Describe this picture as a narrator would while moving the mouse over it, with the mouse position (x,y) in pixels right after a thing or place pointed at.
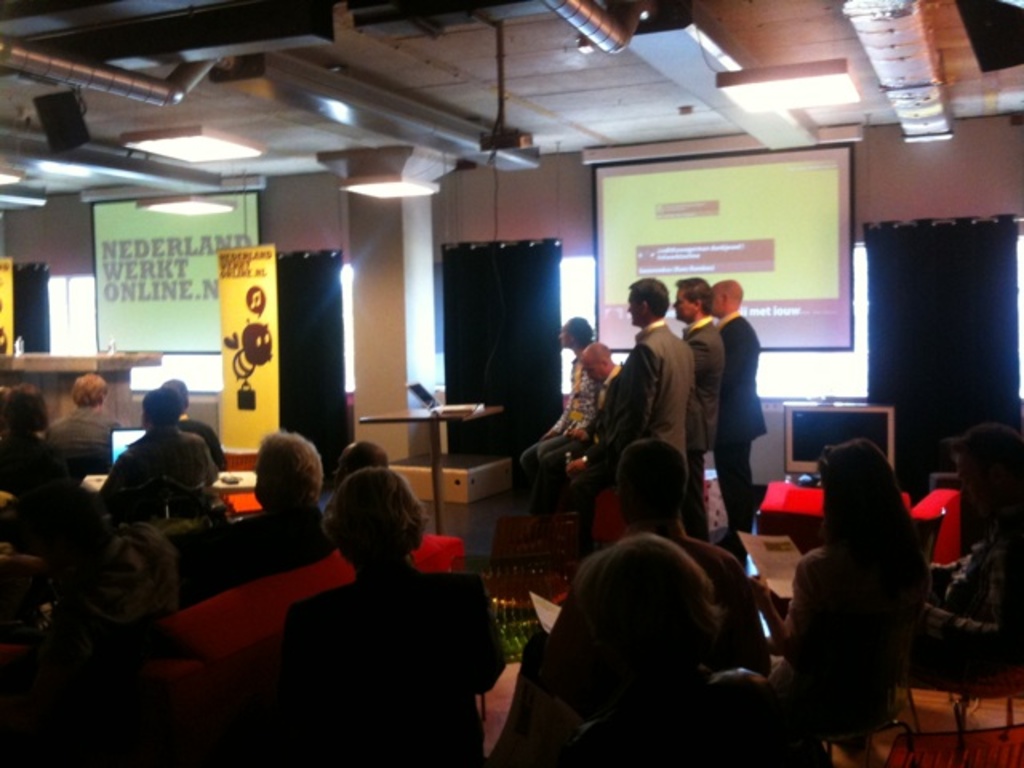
In the center of the image (662,411) we can see a few people (709,366) are standing and a few people (332,596) are sitting on the chairs (532,569). And we can see they are in different costumes (319,531). Among them, we can see a few people (146,559) are holding some objects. In the background (390,284), there is a wall (558,210), pillar (380,201), screens (839,205) with some text (651,255), curtains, lights (796,91) and a few other objects (287,11).
